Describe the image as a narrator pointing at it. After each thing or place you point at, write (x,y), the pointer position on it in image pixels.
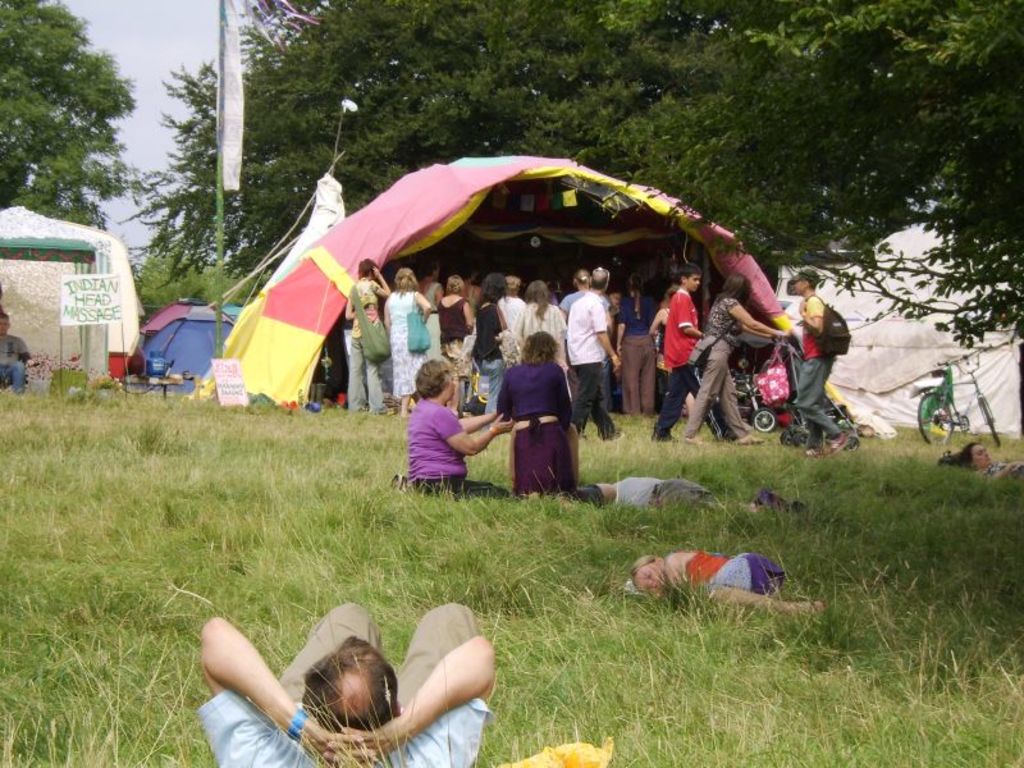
In this image we can see people (688,563), grass (971,507), bicycle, pole (223,21), boards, banner (77,278), tents (255,351), trees (368,194), and sky (118,32).
